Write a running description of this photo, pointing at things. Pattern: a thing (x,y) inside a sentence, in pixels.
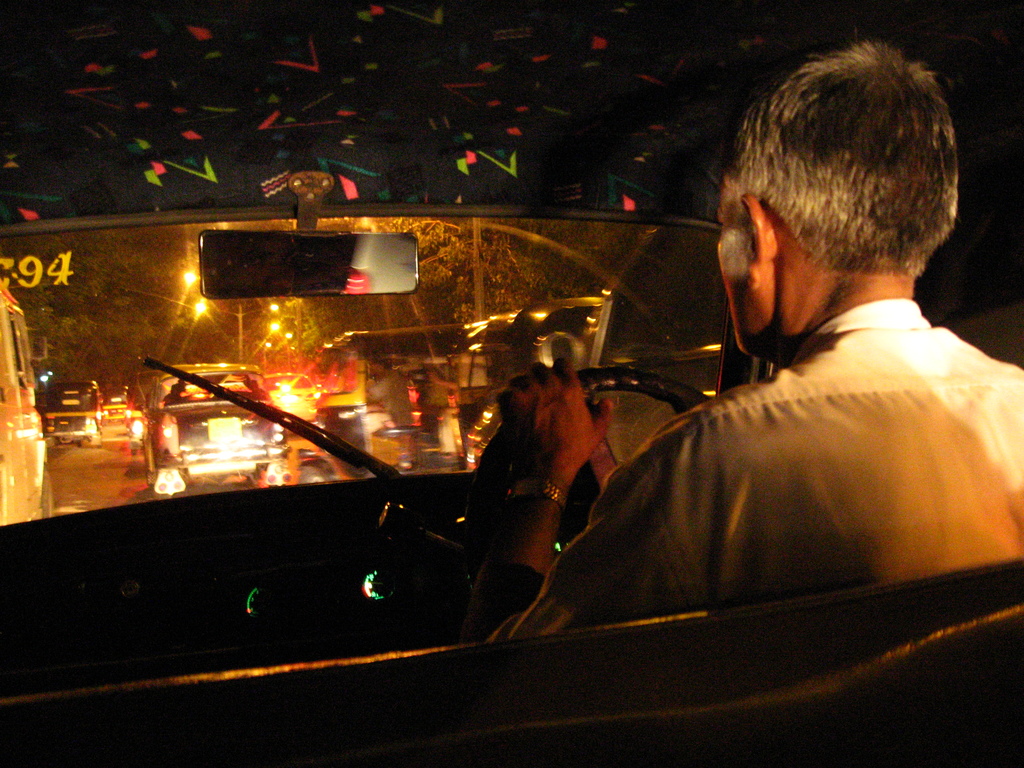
There is an old man (793,424) in the car (645,383) who is driving on the road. He is wearing a watch (547,491). He is wearing a white shirt (839,481). There is a traffic (308,448) on the road (111,452). We can observe an auto rickshaw (402,409) here. Some of the cars (159,425) are in front of the old man car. There are trees (510,268) on the side of the road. There are some street lights (197,299) on the road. We can observe a mirror (393,262) in the old man car (282,251). steering (609,378) on which his hands (548,399) were rested.
